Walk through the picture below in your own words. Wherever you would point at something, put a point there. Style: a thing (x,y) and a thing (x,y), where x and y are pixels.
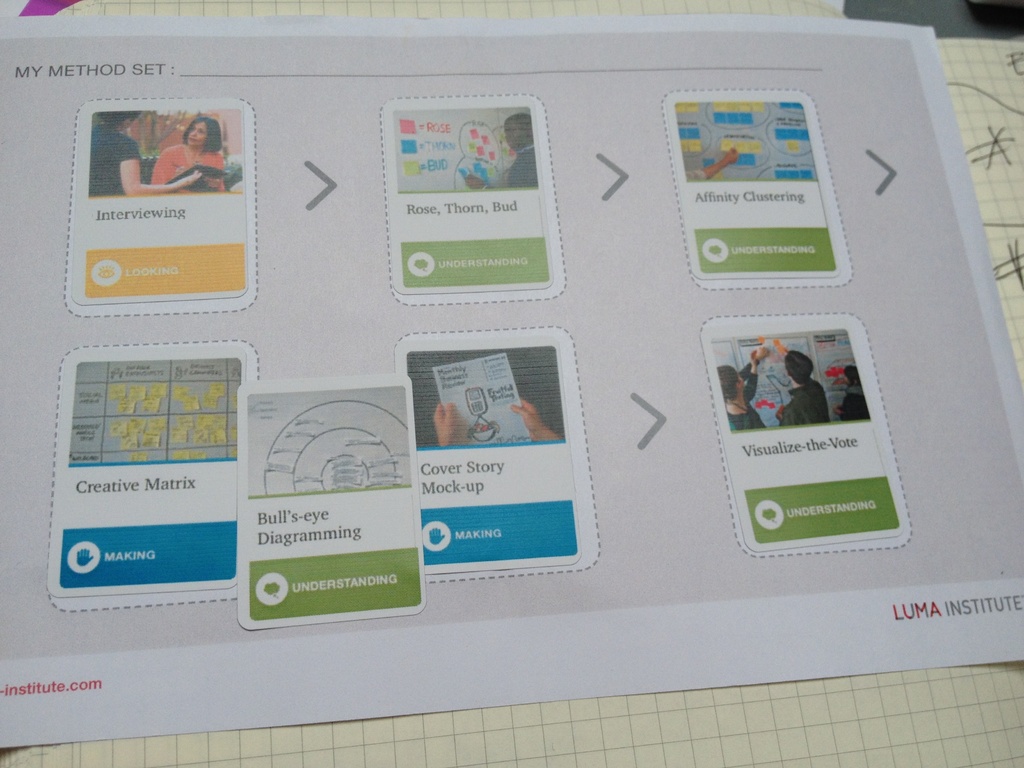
In this picture we can see a paper (41,510) with people (125,143), symbols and some text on it.
